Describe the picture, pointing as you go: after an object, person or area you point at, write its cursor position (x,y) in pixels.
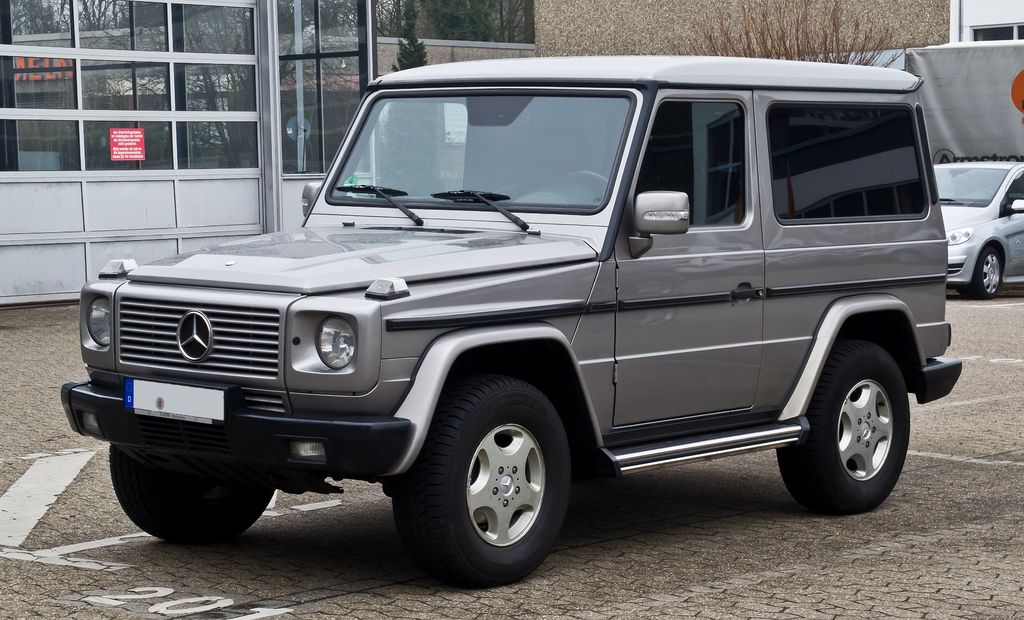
In the picture there are some vehicles (670,212) kept on a pavement (35,393), behind that there are some windows (297,49) beside a wall (544,27).
